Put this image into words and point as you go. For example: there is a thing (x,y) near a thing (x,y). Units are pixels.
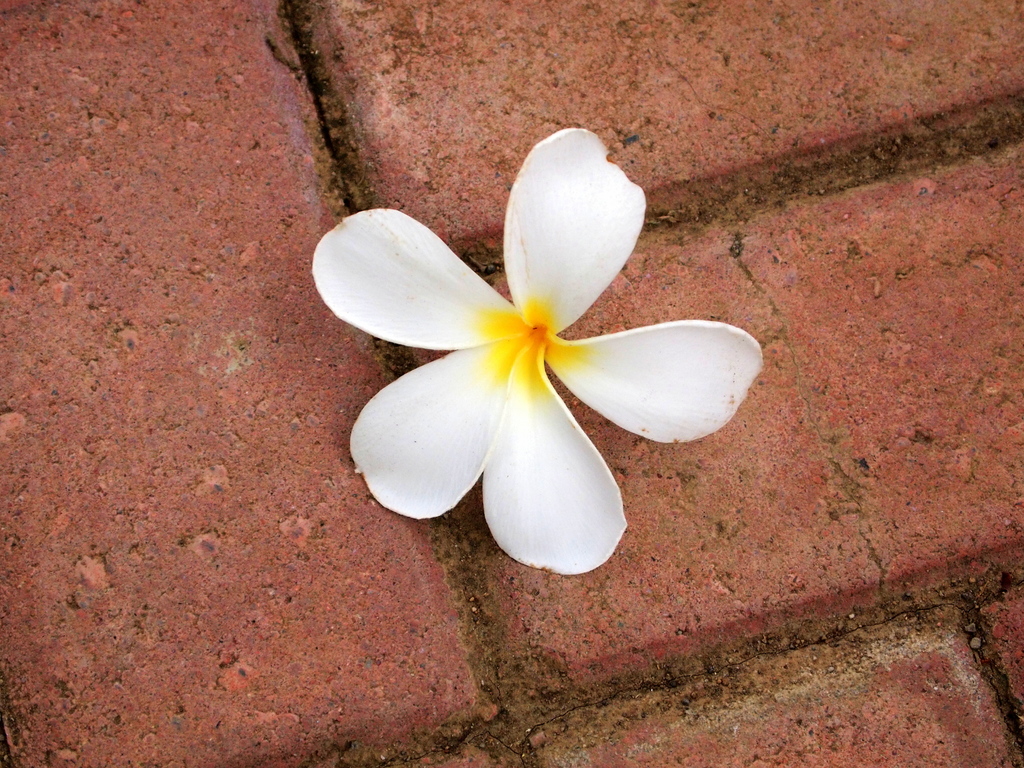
In the picture I can see a white flower (399,500) on the floor (652,210).
